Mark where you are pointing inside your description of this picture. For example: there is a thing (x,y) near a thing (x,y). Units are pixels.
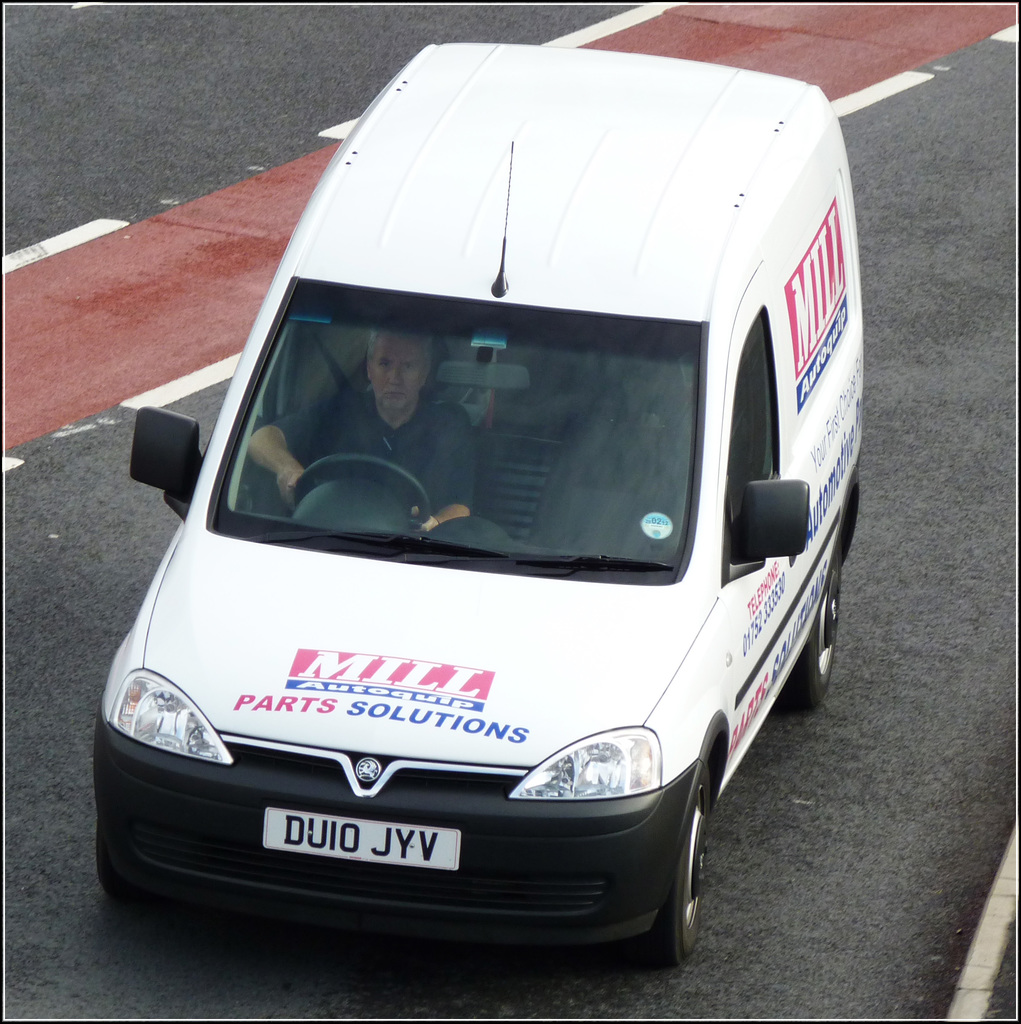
In this image we can see a person (456,469) sitting inside a vehicle (412,764) with number plate (388,855) and some text (364,677) is moving on the road (450,951).
